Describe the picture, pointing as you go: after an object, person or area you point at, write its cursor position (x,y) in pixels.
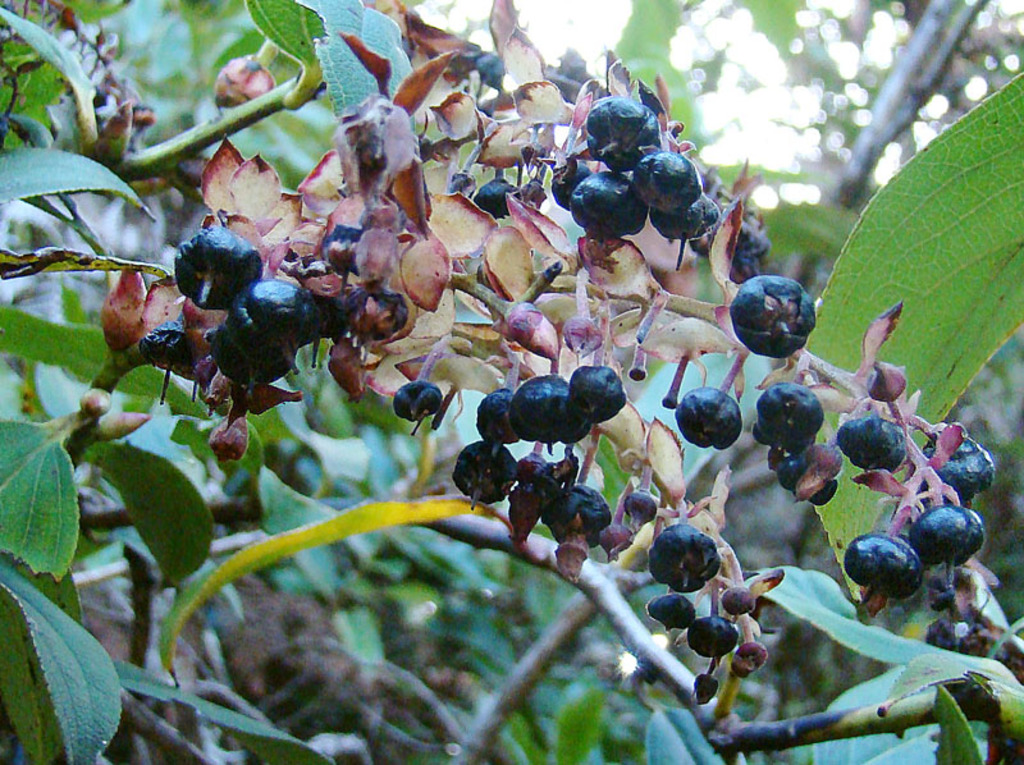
In this image we can see the borrachera fruit tree (323,257) with fruits (260,322) and buds (101,139).
